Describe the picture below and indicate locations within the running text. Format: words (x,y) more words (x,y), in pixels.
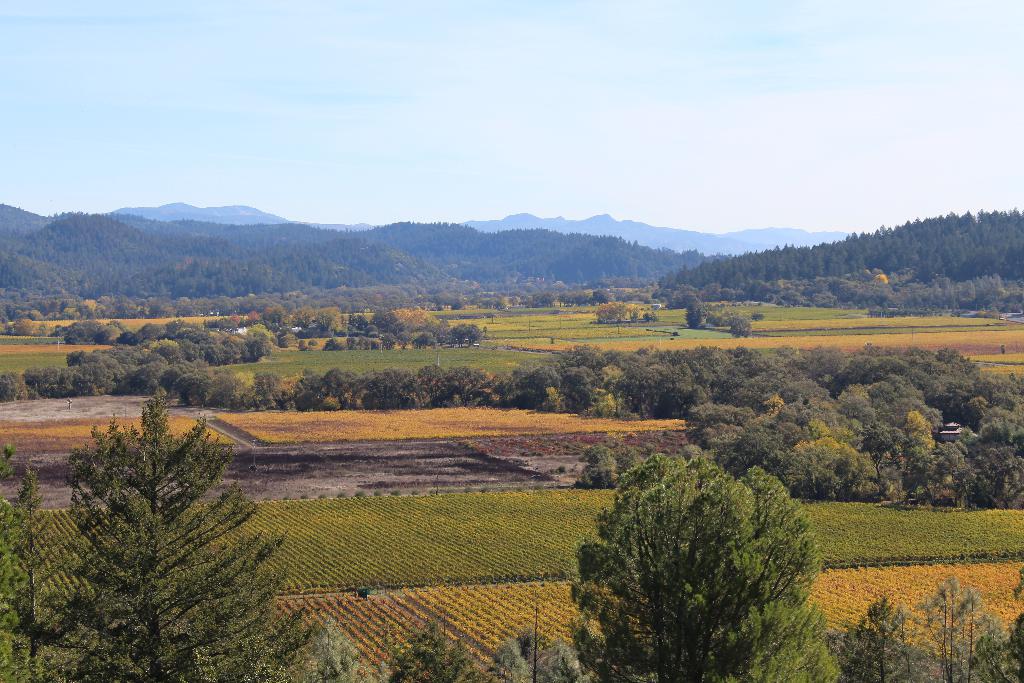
In the foreground of this image (482,639), there are trees (717,625), farming fields (404,508), mountains (414,257) and the sky (372,126).
